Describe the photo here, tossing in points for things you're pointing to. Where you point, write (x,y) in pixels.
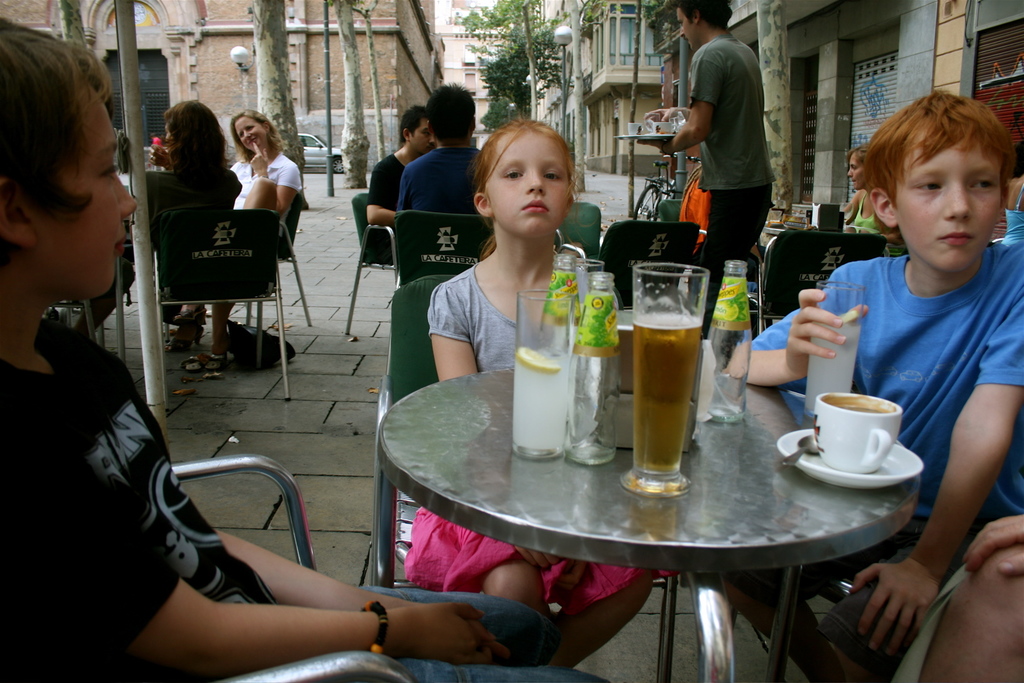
This is a picture taken in the outdoors. There are a group of people (448,284) sitting on a chair (413,339) in front of the people (462,304) there is a table (699,520) on the table (736,518) there is a spoon (809,448), cup (836,411), saucer (865,475), glass (664,415) and bottle (727,318). Background of this people (484,173) is a trees (346,58) and buildings (609,54).
